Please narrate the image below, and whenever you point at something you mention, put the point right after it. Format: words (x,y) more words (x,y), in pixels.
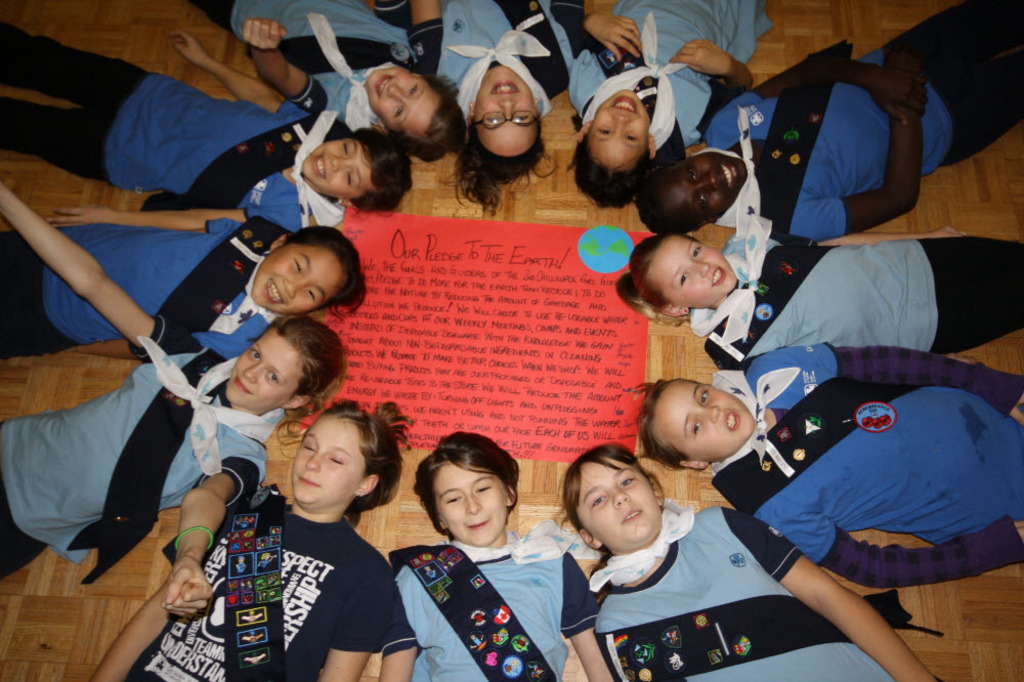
In this image we can see a group of people (459,458) lying on the surface (665,341), hanging a cloth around their neck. Some people (662,245) are holding their heads (361,441) on a chart (436,354) on which some text (461,297) written on it.
